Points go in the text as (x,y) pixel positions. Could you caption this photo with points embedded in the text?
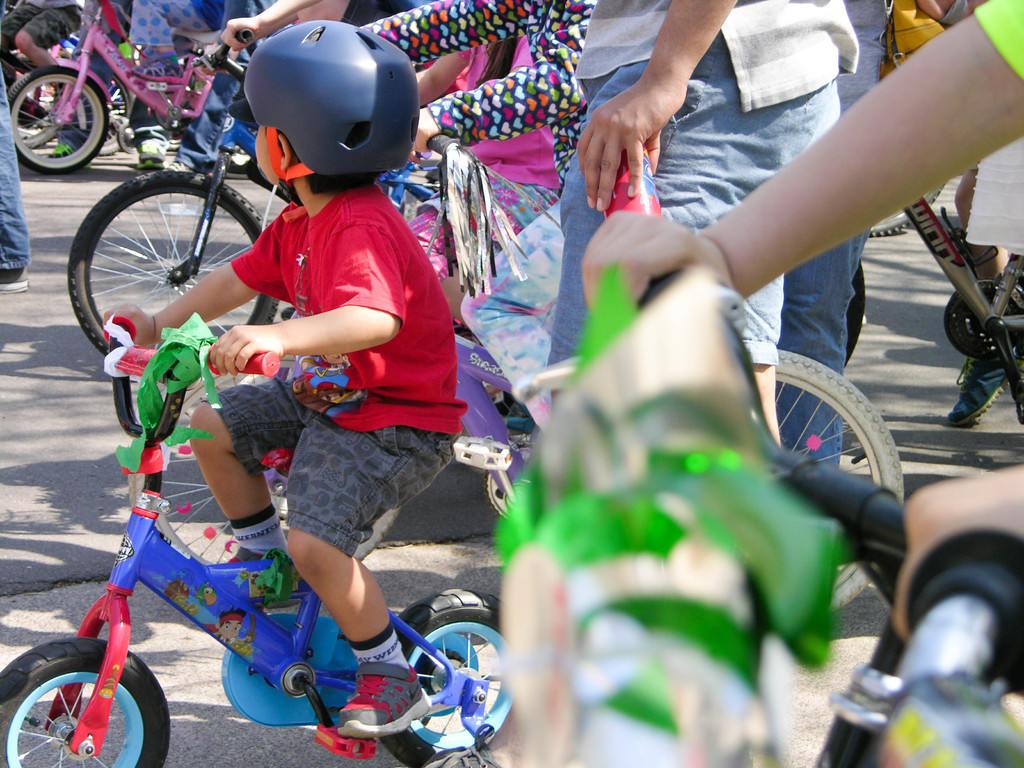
In this image i can see a kid (172,315) riding bicycle (248,662) on a road (196,702), at the back ground (602,118) i can see few other persons (624,137) some are standing and a some are riding bicycle (200,222) on the road (48,618).
